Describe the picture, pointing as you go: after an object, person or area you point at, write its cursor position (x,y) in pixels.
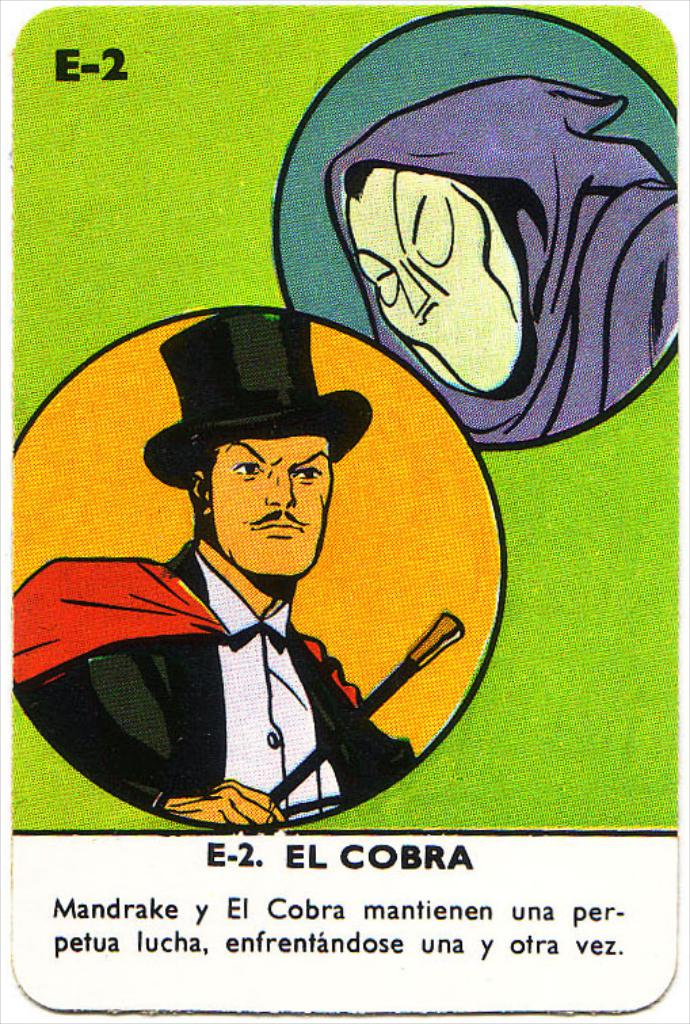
In this picture I can see a poster (348,280) with couple of cartoon images (255,444) and I can see text (137,950) at the bottom of the image (271,906).
